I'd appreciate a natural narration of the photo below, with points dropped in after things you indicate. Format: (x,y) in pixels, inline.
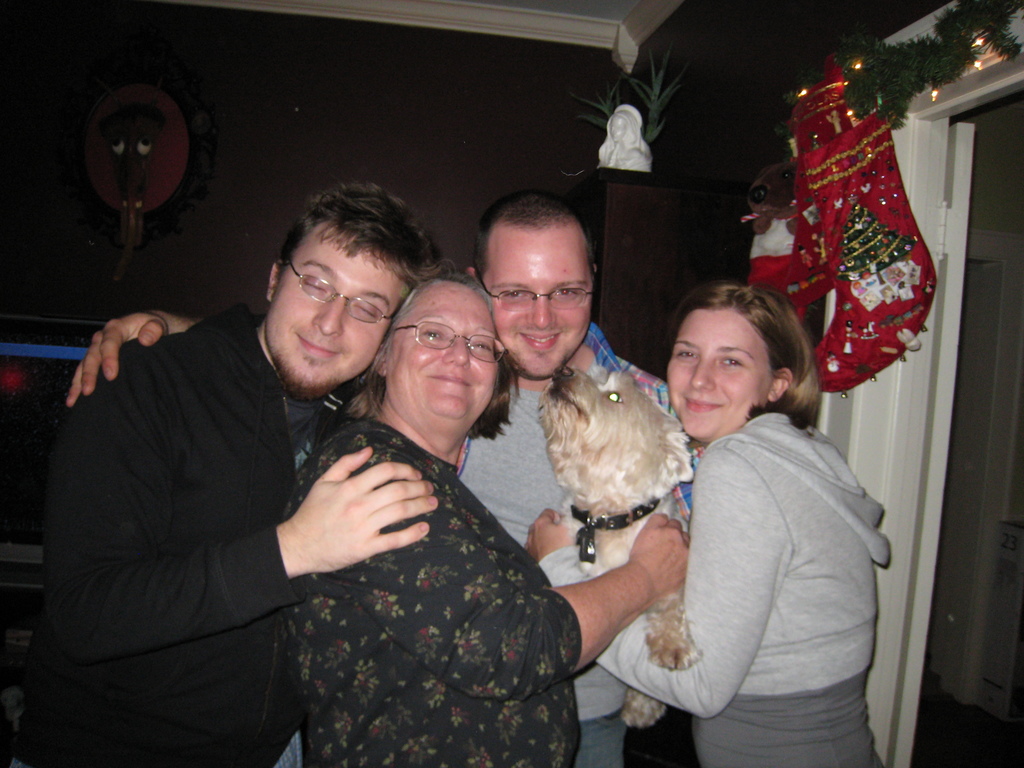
In the center (603,343) we can see four persons (605,361) were standing and they were smiling and holding dog (606,486). Coming to the background (508,151) we can see wall (471,181) and some objects (644,206) around them.
